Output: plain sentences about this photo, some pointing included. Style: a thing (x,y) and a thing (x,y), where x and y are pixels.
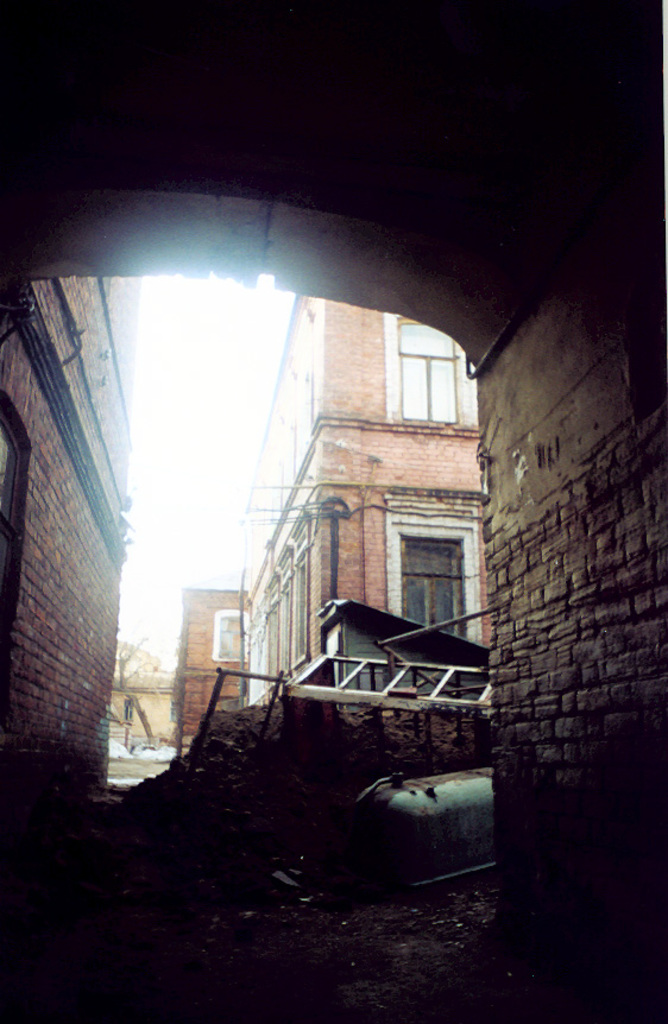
Here I can see a metal object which is placed on the ground (289,936). In the background (318,578) there are some buildings (9,575). At the top (198,341) I can see the sky (206,348).
